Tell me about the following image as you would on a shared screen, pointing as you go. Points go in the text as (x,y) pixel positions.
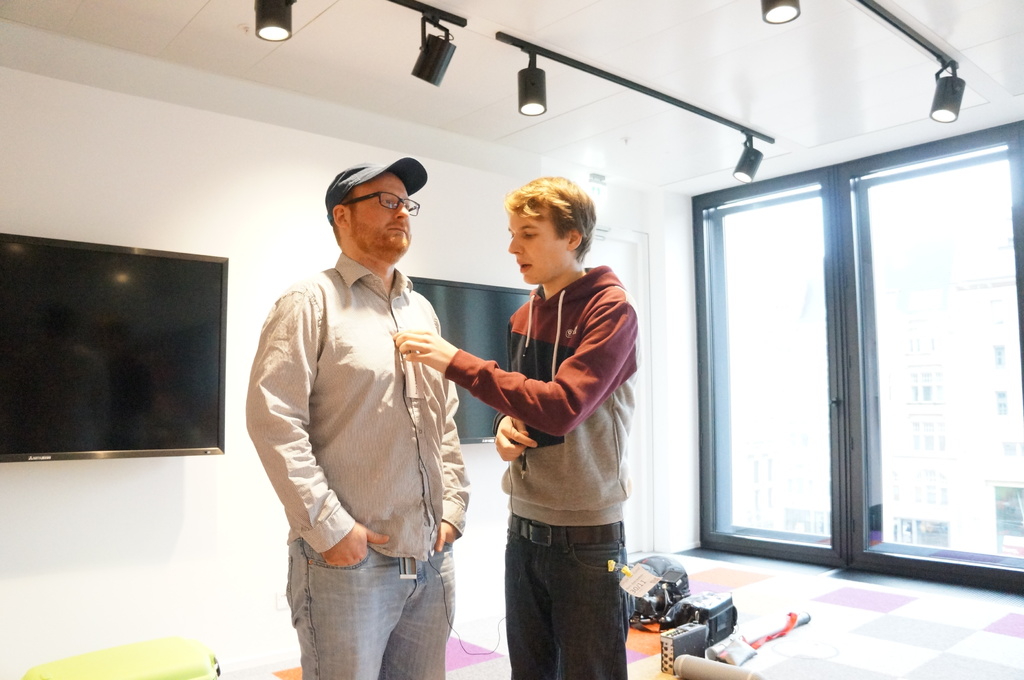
In this picture I can see two men (557,478) in the middle (466,437), in the background (44,400) there are televisions (154,369). At the top (429,58) there are lights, on the right side (843,385) those may be the glass doors (879,400).
